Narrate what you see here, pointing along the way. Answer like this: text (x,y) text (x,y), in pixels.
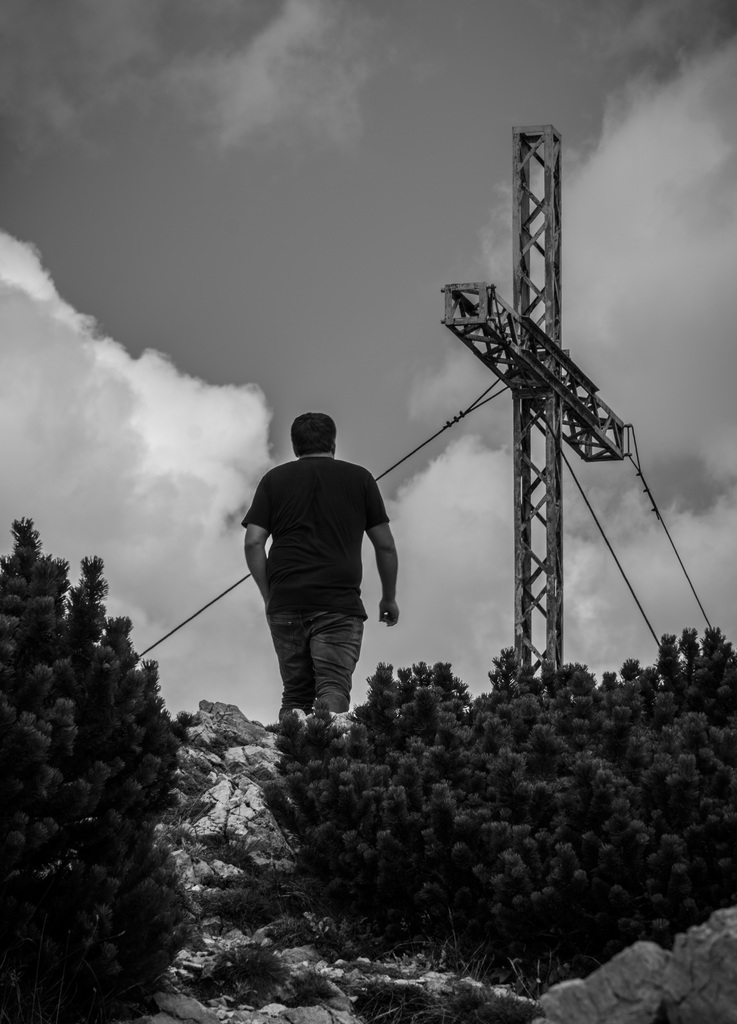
This is a black and white image. In the foreground (37,876) there are plants (268,899), shrubs (342,906) and rock (264,939). In the center of the picture (276,493) there is a person (320,591) walking. In the background (537,235) there is a cross (538,403) and cables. Sky (600,487) is cloudy.
